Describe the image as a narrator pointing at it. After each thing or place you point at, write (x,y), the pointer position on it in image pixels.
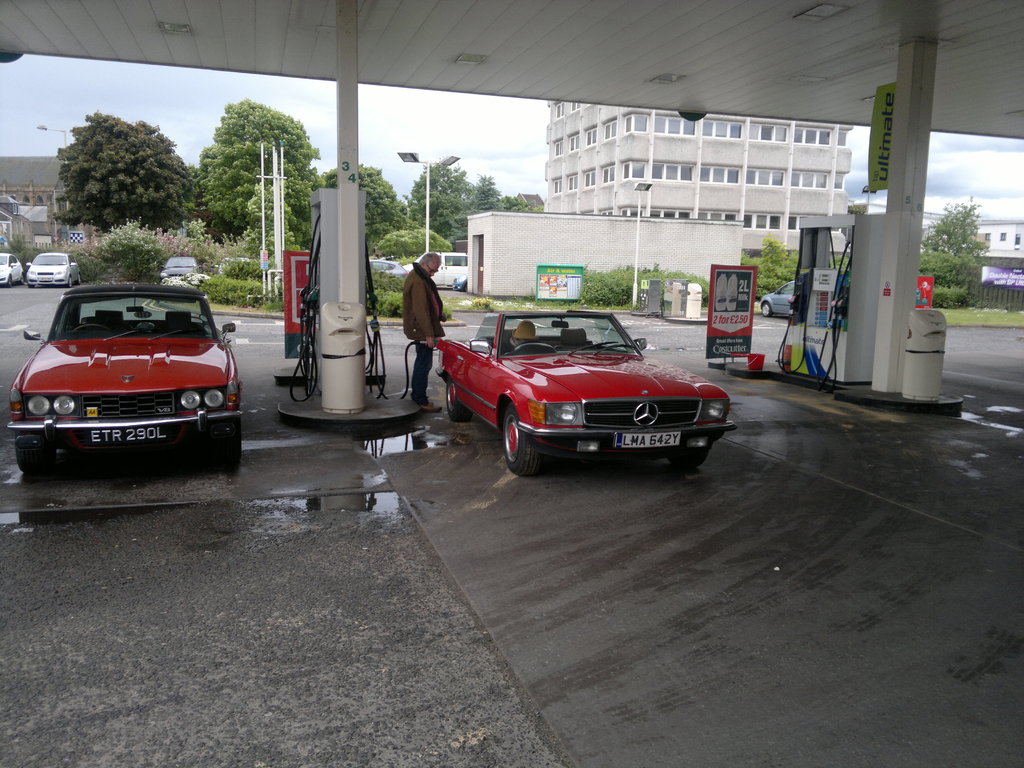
In the picture there are two vehicles (458,349) in a petrol bunk (657,75) and behind those vehicles (53,337) there are some other vehicles (67,253) and in the background (250,158) there are many trees (450,218) and on the right side (731,205) there is a building (683,212).
